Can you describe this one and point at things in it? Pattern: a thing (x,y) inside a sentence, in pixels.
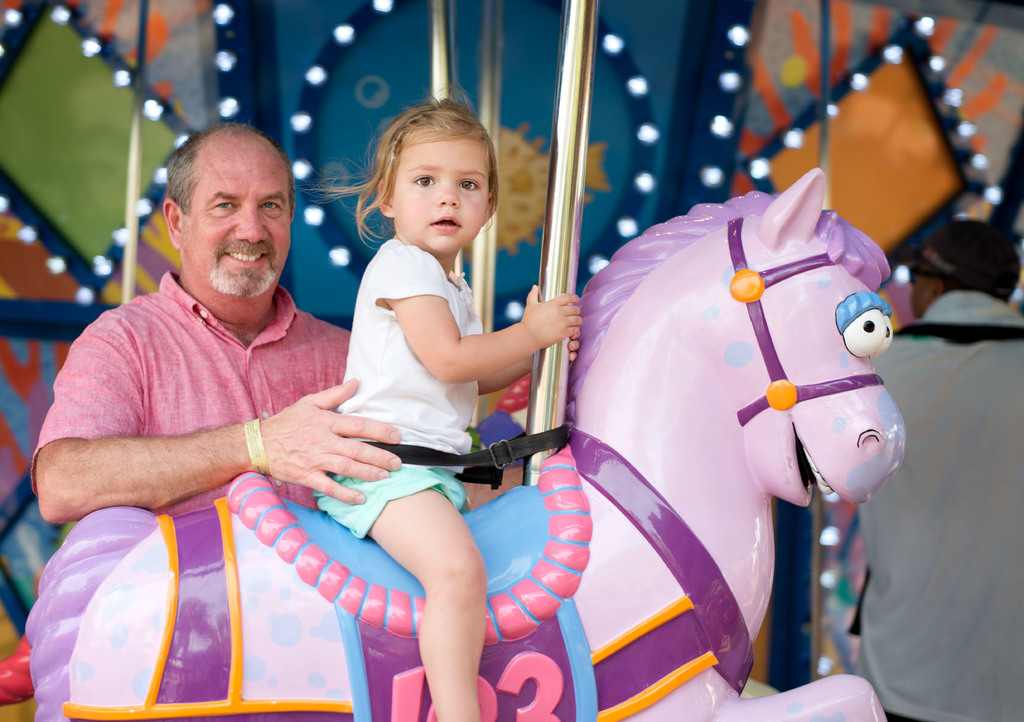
In this image a man (149,381) on the left side (160,388) wearing a pink shirt (130,393) and his smiling and wearing a band (254,454) on his hand (294,420) and his holding a baby (356,360). the baby (397,388) sit on a horse (261,604) and she wearing a white shirt (460,390). she holding a stand (572,247). back side of the image there are some decorative items (741,121).
